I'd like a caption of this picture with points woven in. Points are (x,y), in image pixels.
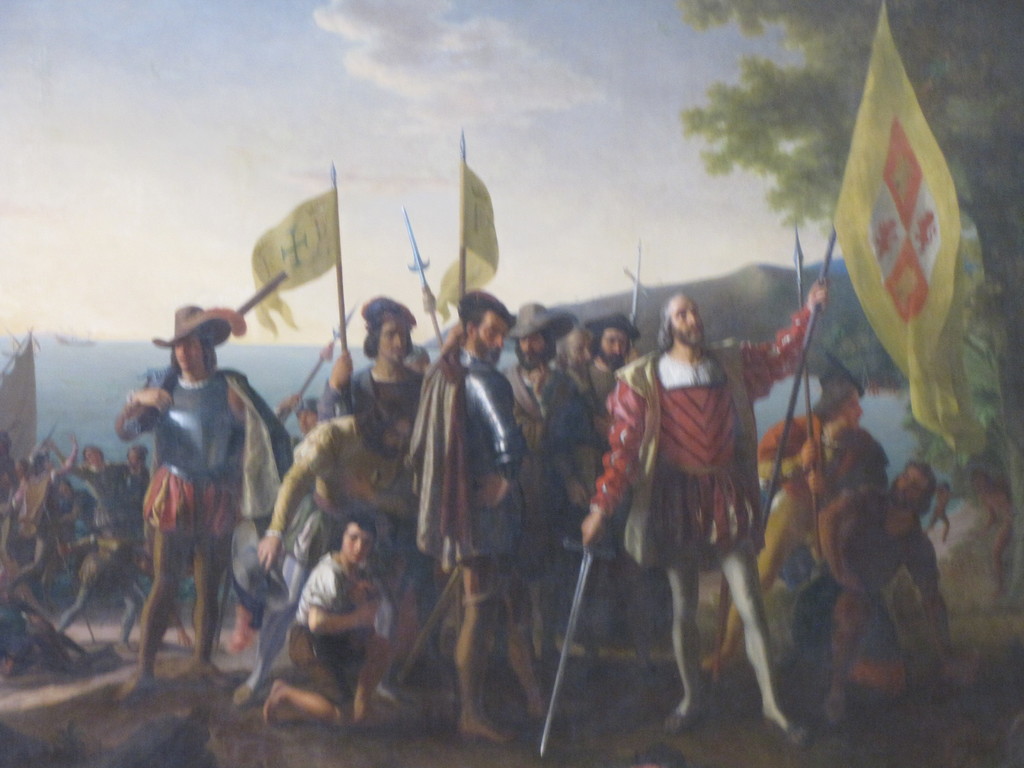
In this picture we can see some people (216,416) are standing and some of them are holding the sticks (795,391), flags (875,247), guns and a man (376,598) is sitting on his knees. In the background of the image (964,126) we can see the water (142,381), hills (571,310), tree (1021,243). At the top of the image (585,132) we can see the clouds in the sky (414,76). At the bottom of the image (303,713) we can see the ground (475,738).
